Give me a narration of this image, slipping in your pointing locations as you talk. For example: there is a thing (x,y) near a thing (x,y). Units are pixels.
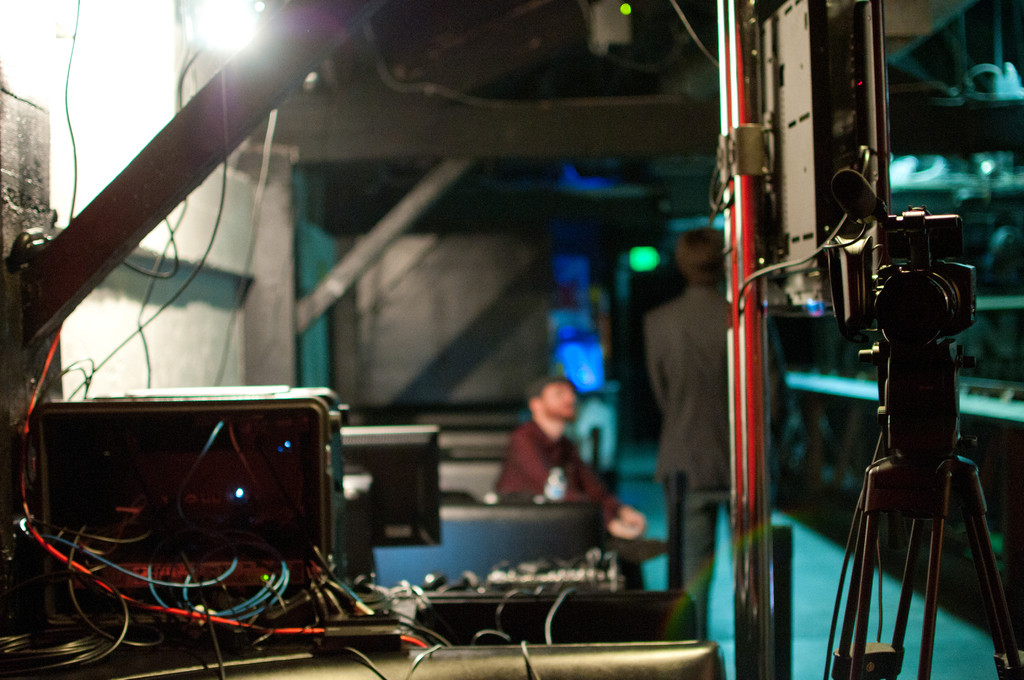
On the right (919,370) there are camera (930,333), stand (937,536), television (802,271) and other objects (774,539). On the left (235,560) there are cables (192,586), monitor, light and other objects (155,209). The background (630,389) is blurred. In the middle of the picture (663,348) we can see two persons (682,351) and other objects (602,407).
